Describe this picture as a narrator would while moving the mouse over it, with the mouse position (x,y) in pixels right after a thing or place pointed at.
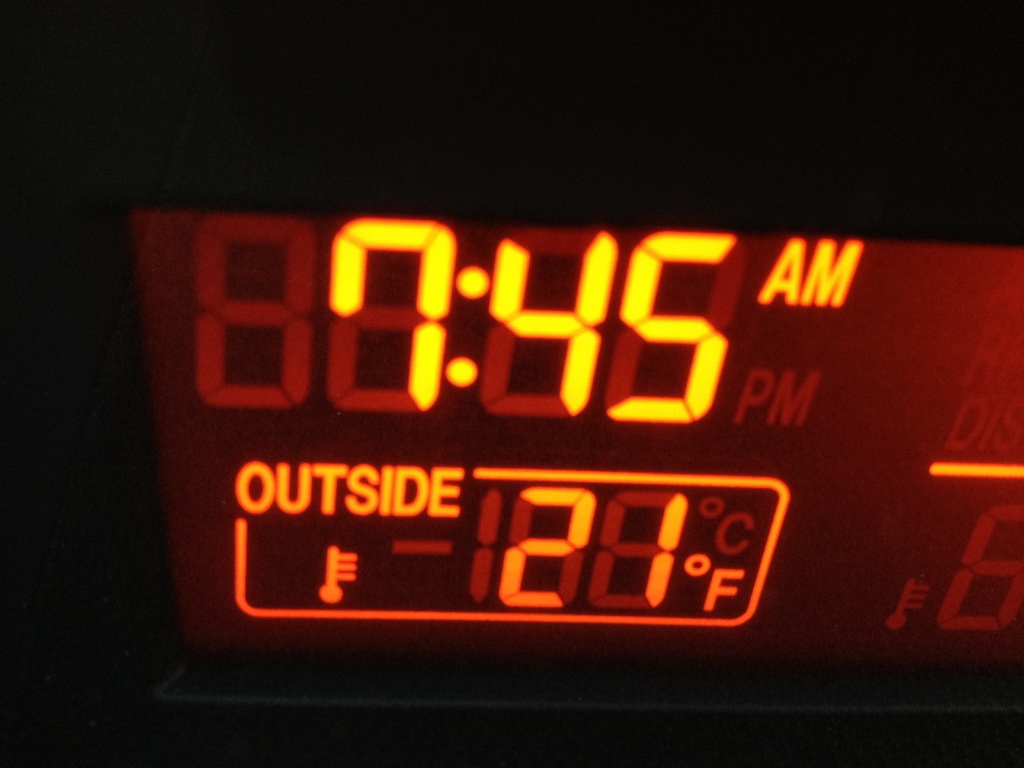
This image looks like an inside view of a vehicle (228,141) taken during morning.
